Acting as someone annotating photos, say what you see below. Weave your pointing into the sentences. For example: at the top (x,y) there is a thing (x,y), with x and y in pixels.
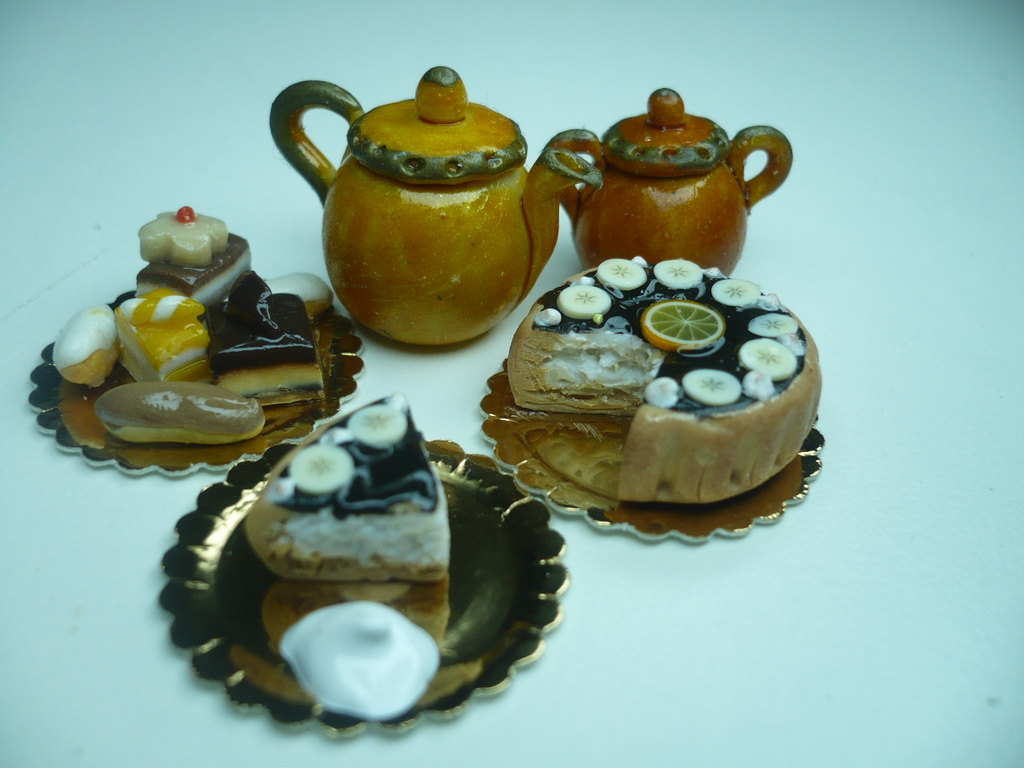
In this image we can see food items (394,479) on the plates (282,428). Behind them, we can see the teapots (440,191) on a white surface (75,513).
